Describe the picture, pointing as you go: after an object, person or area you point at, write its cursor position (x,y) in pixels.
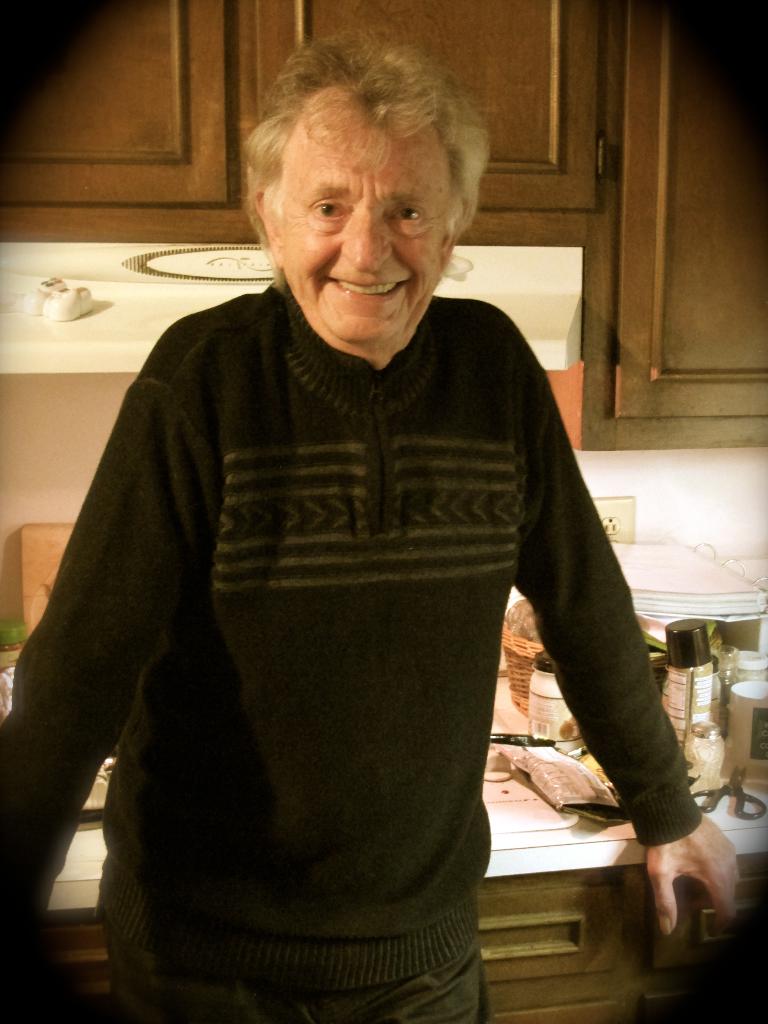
In the image we can see a man (361,818) standing and wearing clothes (266,787). These are the household things (536,726), shelf (513,718), scissors (742,788) and cupboards (735,215), and the man (305,473) is smiling.
